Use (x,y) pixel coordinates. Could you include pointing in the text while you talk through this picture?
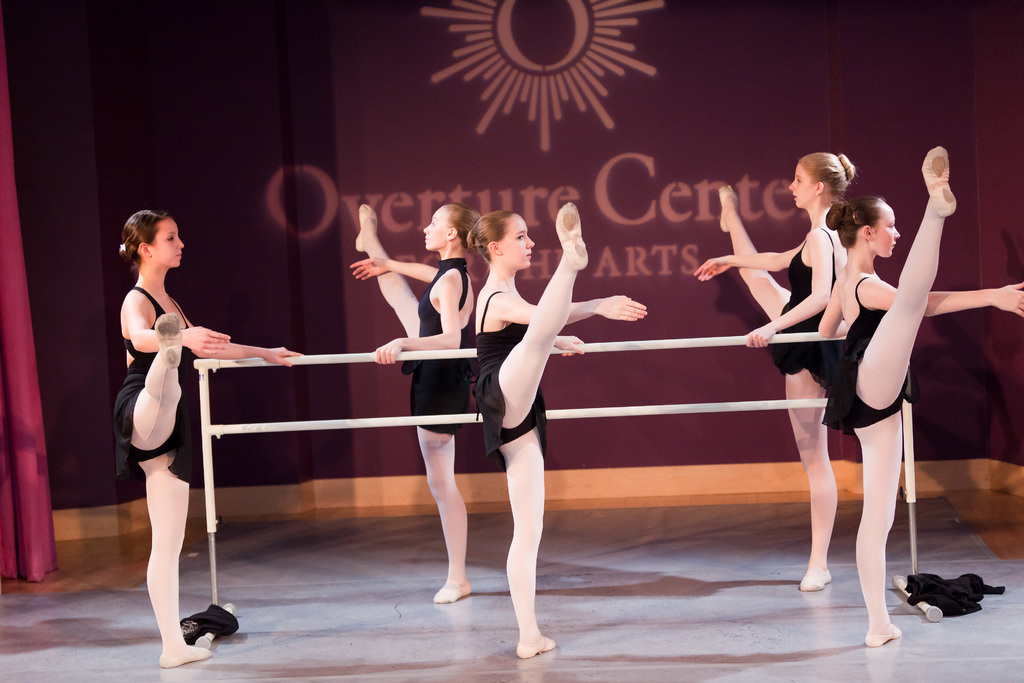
In this image I can see group of people (895,424) doing ballet, they are wearing black dress (490,355). Background (349,105) I can see wall (480,152) in maroon color.
